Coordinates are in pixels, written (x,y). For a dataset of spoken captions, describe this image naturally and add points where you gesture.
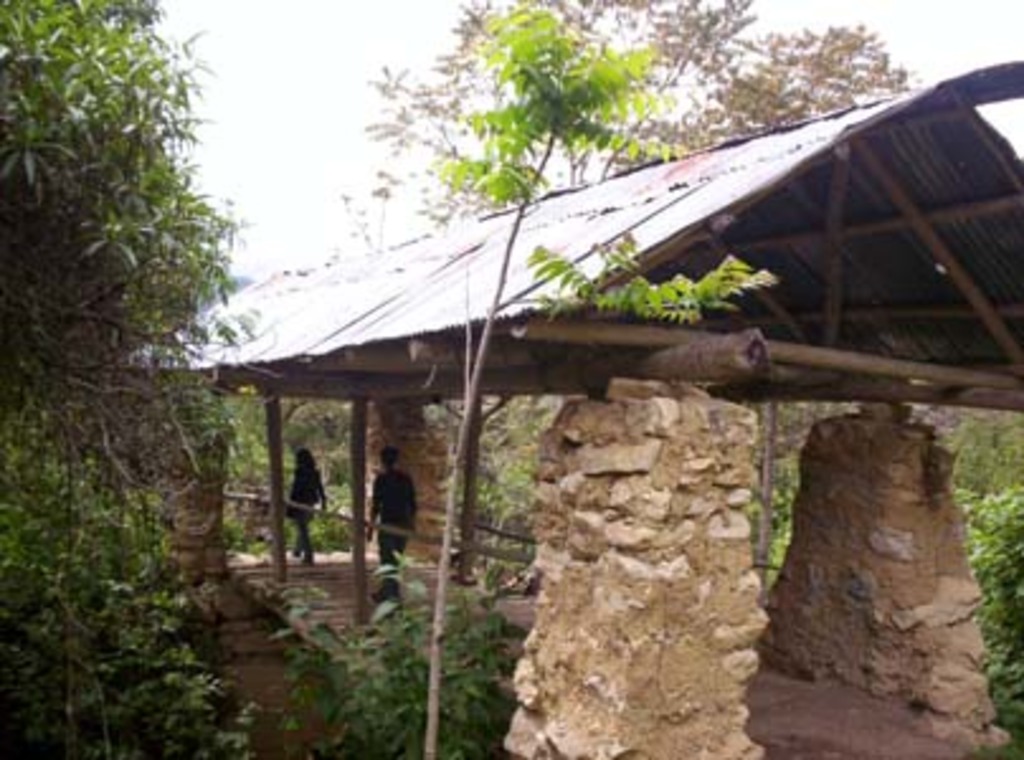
In this image, we can see a shed (433,391) with pillars (628,571). Here we can see two people (299,541) are walking. Here there are few plants (1017,465), trees (507,481) we can see. Background (294,133) there is a sky (272,166).
